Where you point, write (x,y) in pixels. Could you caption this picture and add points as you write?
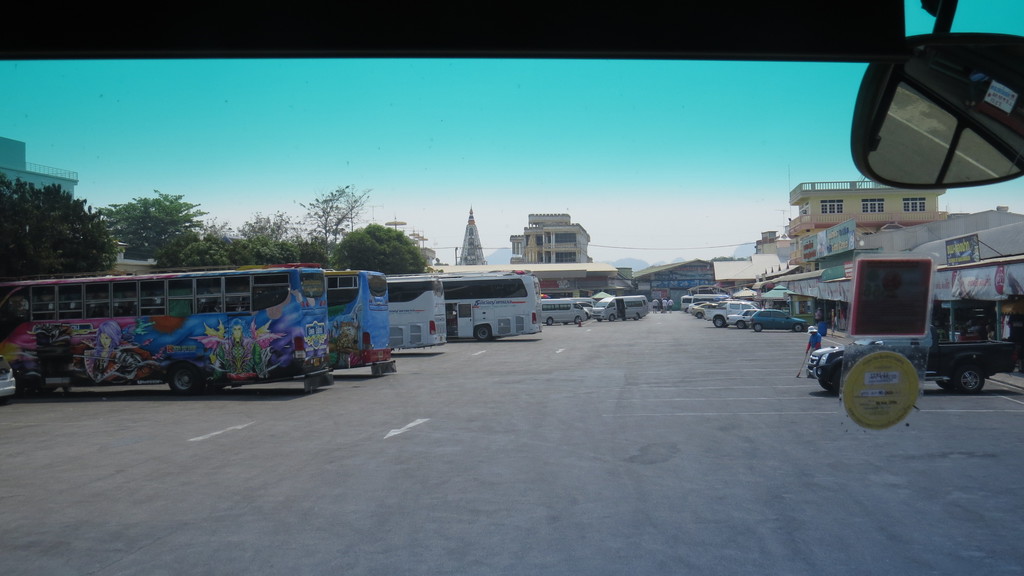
This image is clicked outside. There are buses (396,347) in the middle (361,284). There are cars (938,340) in the middle (615,317). There are buildings (833,269) in the middle (641,274). There are trees (348,265) on the left side (280,255). There is sky (451,157) at the top (444,163).
